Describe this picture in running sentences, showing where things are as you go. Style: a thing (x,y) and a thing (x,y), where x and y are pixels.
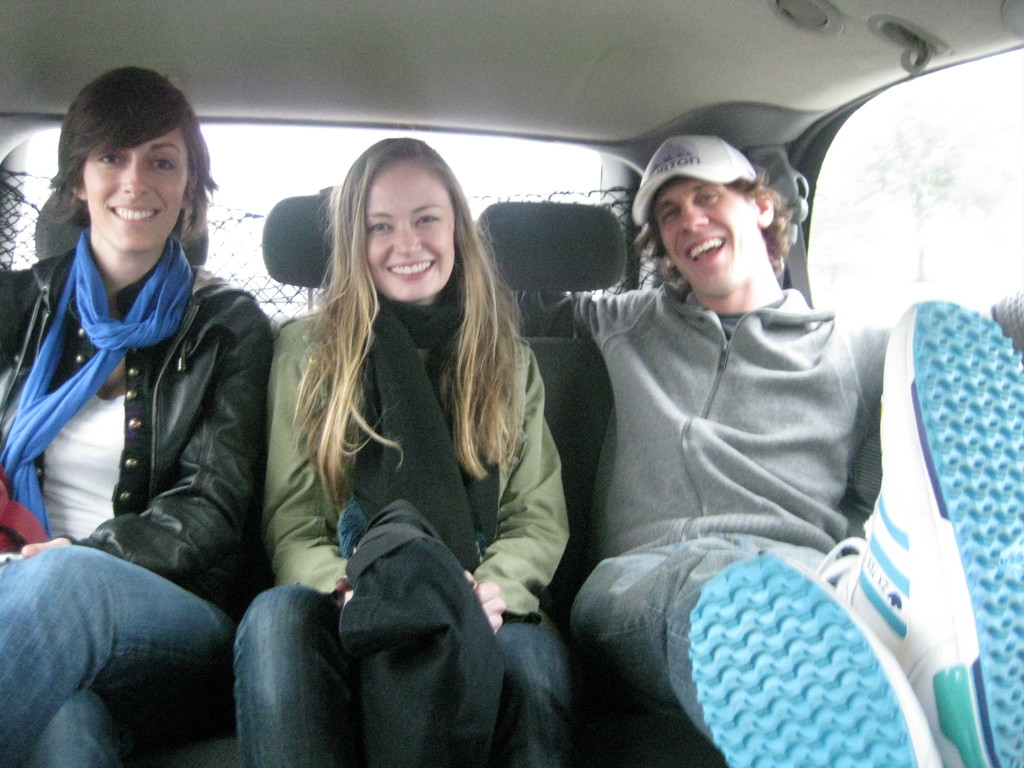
Here we can see three people (266,595) sitting in a car (603,385) and all of them are smiling and the person (723,352) on the right (749,239) is wearing a cap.
